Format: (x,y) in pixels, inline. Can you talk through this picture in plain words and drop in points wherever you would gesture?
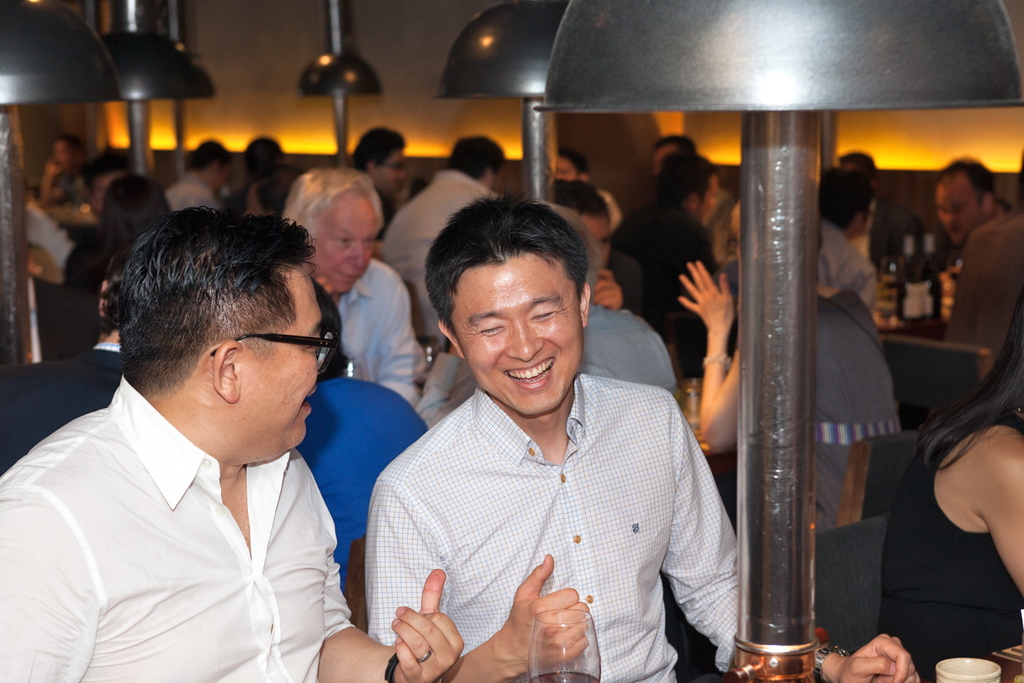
In this image there are few people (664,450) sitting on chairs (890,499), in front of them there is a table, on that table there is a light poles (755,73).
